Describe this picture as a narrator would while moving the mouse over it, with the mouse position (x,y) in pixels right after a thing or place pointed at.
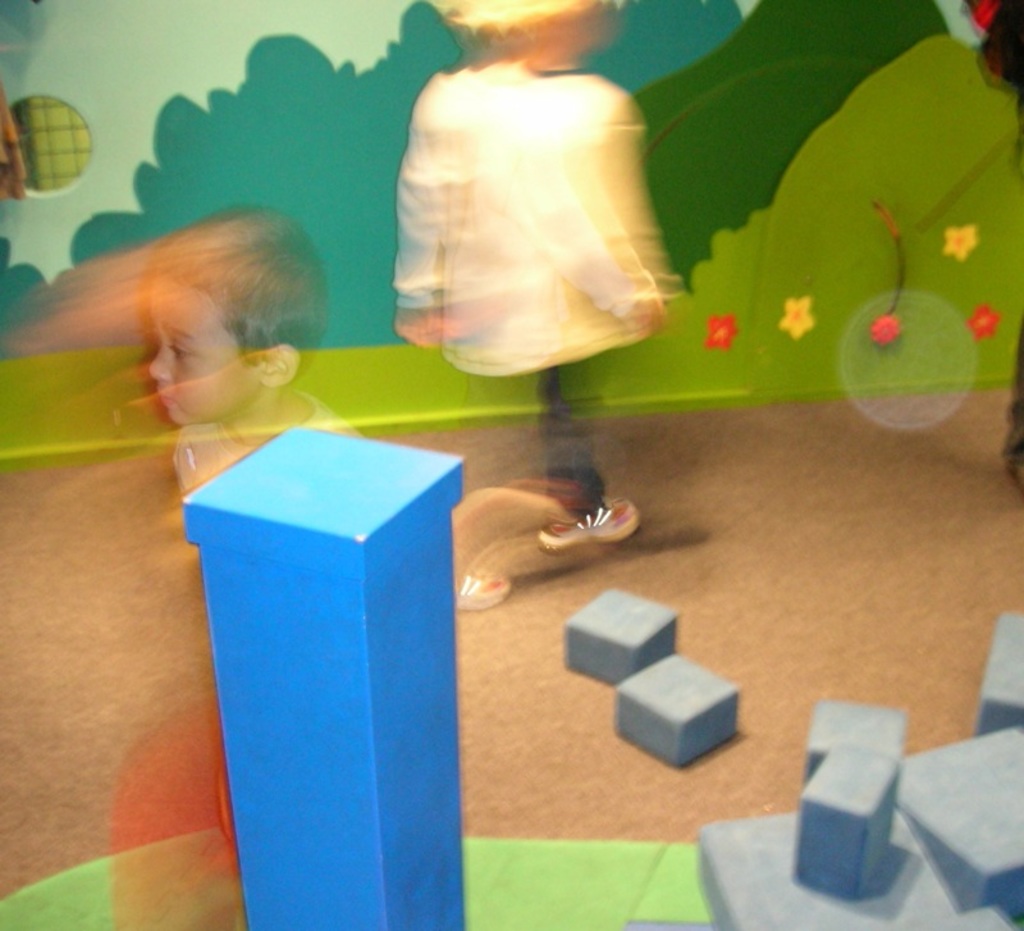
This is a blur image. In the center of the image (581,518) we can see two kids (458,602) are standing. At the bottom of the image (505,700) we can see the floor (52,788), pole (396,530) and boxes (664,929). At the top of the image (299,80) we can see the painting (965,191) on the wall (893,374).
